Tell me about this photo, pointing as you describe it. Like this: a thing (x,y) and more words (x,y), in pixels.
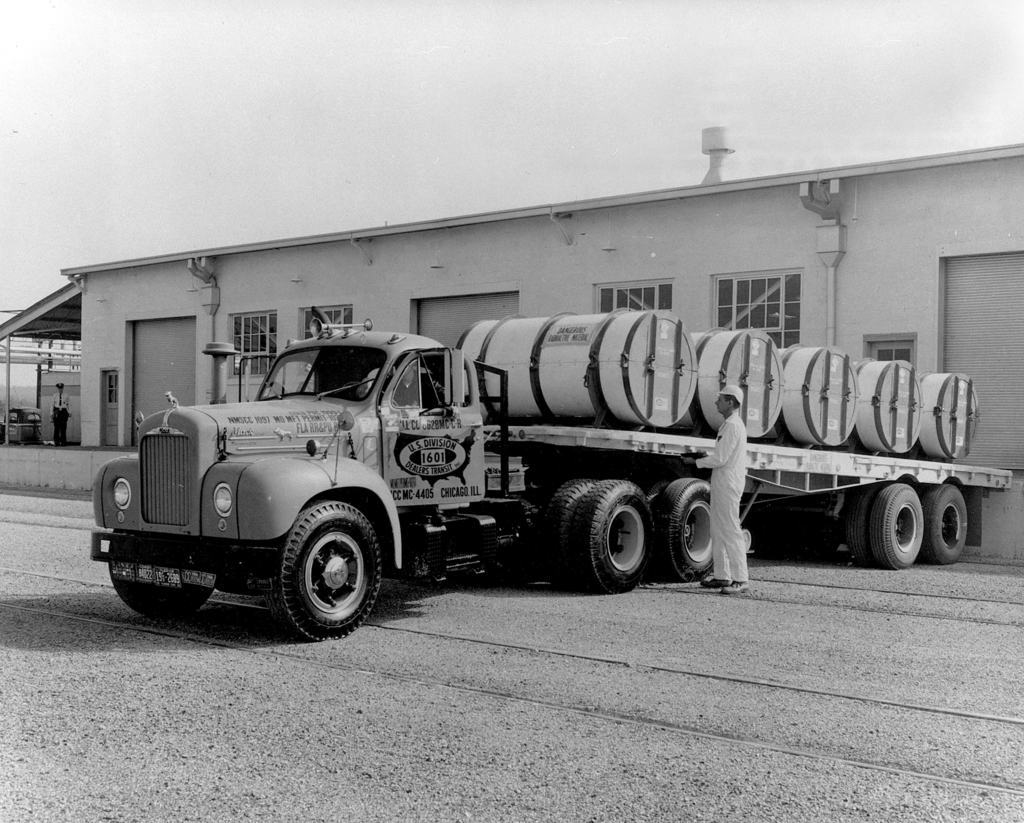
This is a black and white image and here we can see vehicle (617,439) with drums (608,403) is on the road (310,640) and we can see a person (726,451) standing and wearing a cap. In the background (382,318), there are sheds (84,342) and we can see rods (73,354). At the top (204,86), there is sky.
